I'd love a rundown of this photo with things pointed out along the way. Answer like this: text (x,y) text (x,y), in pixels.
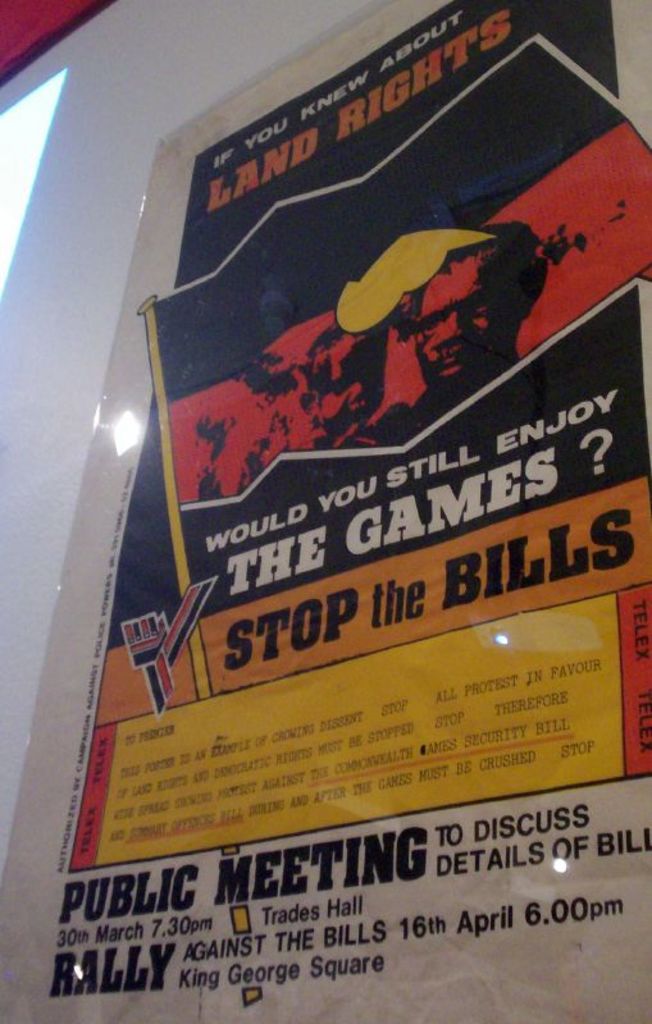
In this image we can see an advertisement (197,497) pasted on the wall (129,112).
